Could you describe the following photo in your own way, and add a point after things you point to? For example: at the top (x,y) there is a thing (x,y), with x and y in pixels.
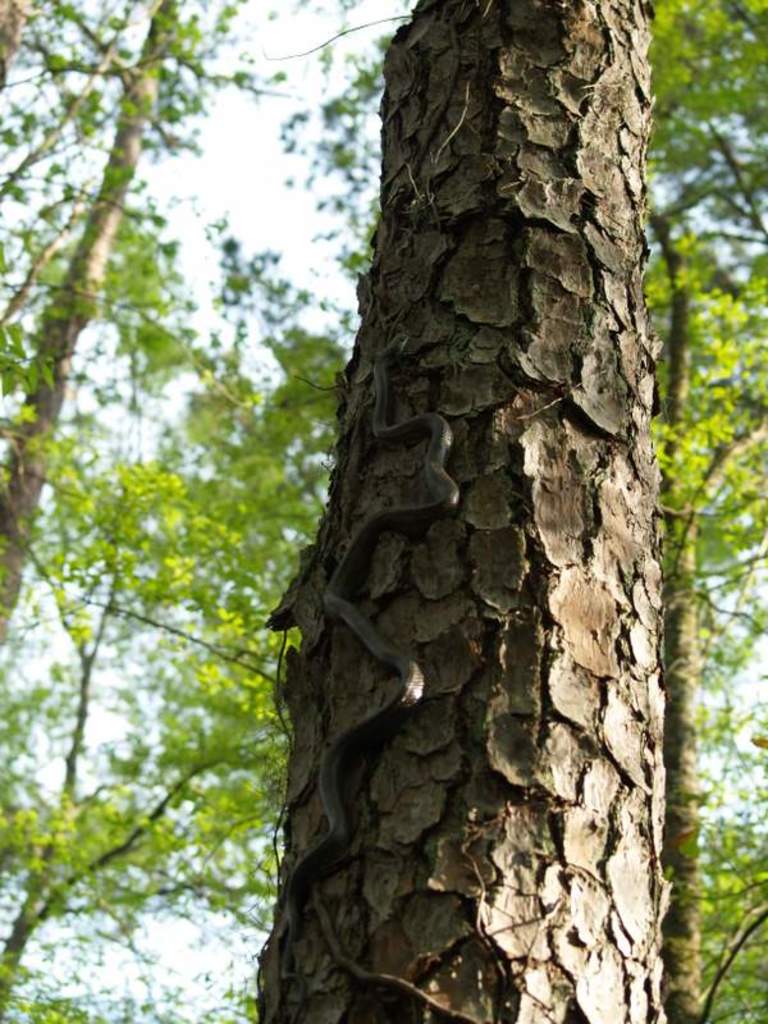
In this image I can see a tree trunk (559,375) over here and on it I can see a black colour snake (389,522). In the background (231,250) I can see number of trees (328,444).
